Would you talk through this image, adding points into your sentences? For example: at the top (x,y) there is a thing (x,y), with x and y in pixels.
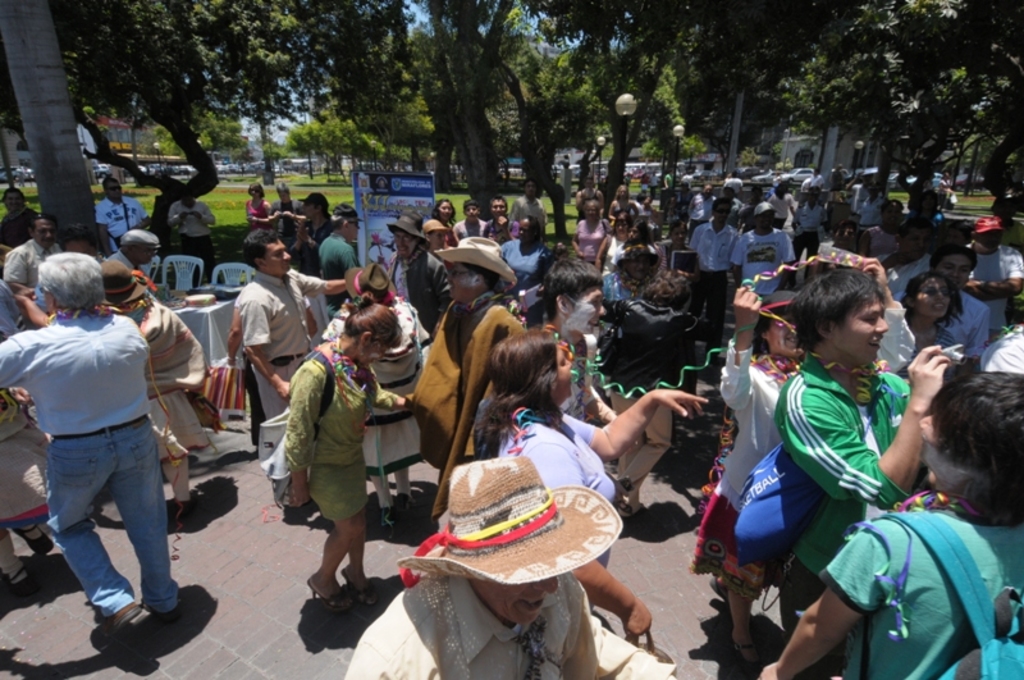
In this picture we can see a group of people (682,329) on the ground (283,520), chairs (213,265), poster (361,228), bags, vehicles (742,173), light poles (373,159), grass (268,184), trees (352,96), some objects (196,298) and in the background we can see the sky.
